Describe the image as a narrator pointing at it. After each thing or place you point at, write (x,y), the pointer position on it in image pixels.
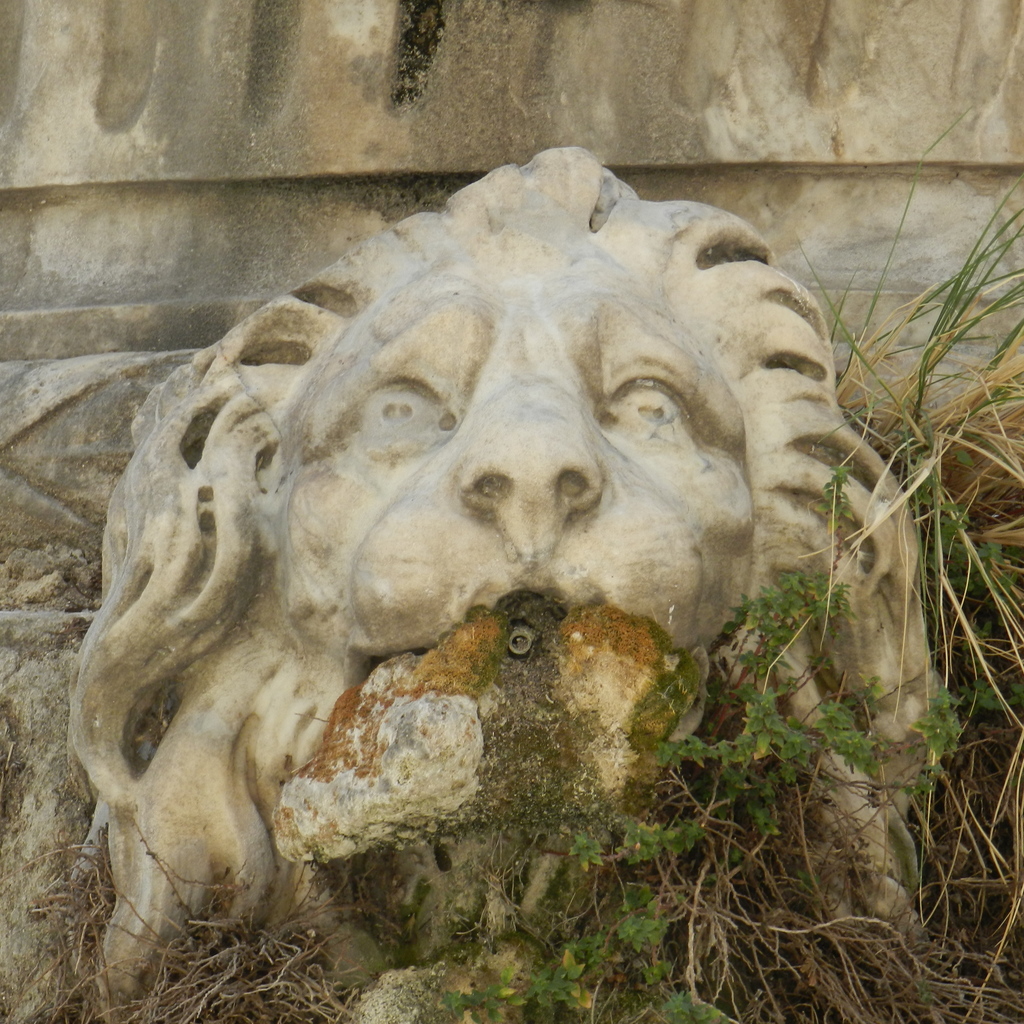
In this picture we can see a sculpture (559,595) and grass (945,604), and also we can see few plants (716,807).
